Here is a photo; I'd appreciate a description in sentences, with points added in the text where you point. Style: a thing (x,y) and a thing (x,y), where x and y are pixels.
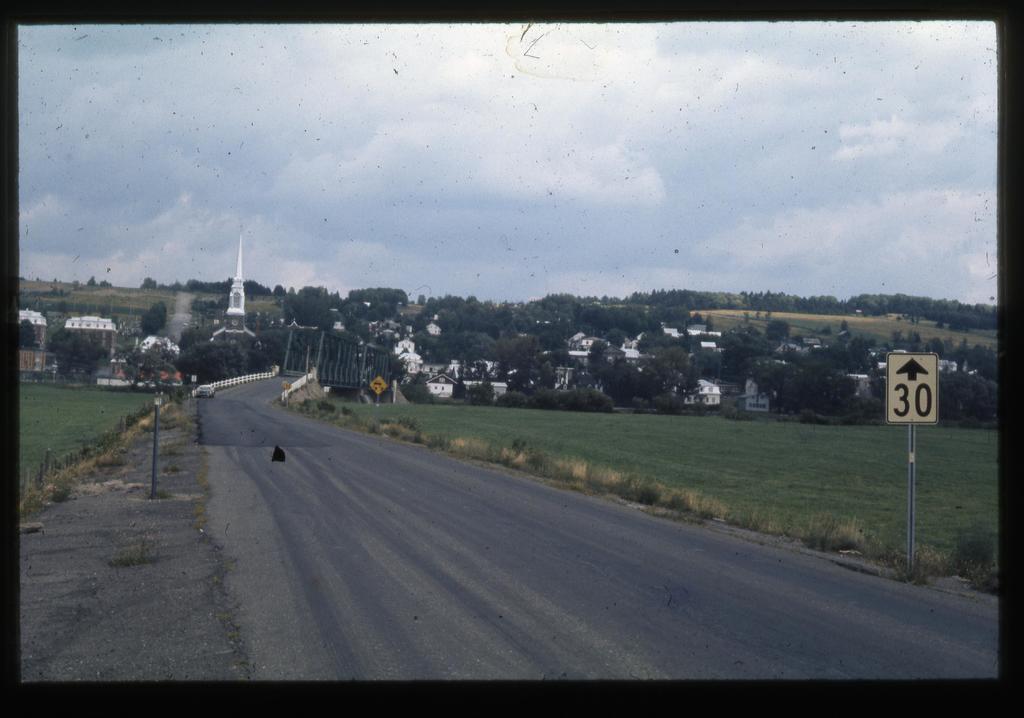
In this image we can see the road (480,503), there are some poles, buildings (457,369), trees (498,369) and sign boards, in the background (398,232) we can see the sky (351,280) with clouds (400,266).
